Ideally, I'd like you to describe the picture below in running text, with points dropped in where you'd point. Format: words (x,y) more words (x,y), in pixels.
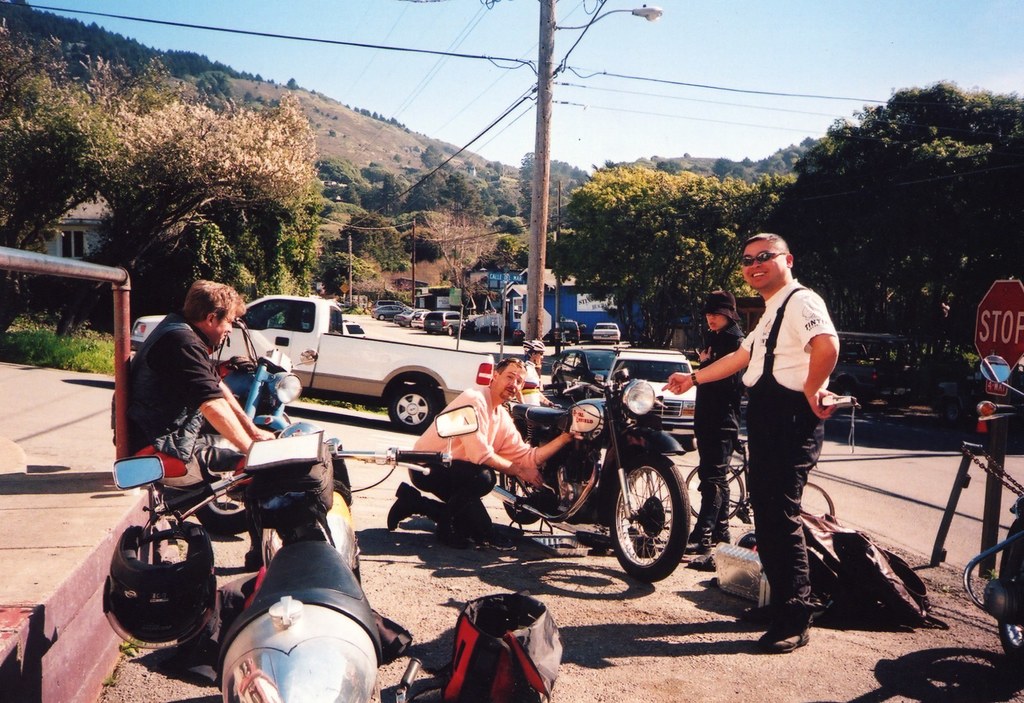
in this picture we see few men (798,620) with the motor cycles (651,460) and few cars (446,320) parked along and we see some trees (290,234) and a pole (541,150) and a sign board (1007,355).
